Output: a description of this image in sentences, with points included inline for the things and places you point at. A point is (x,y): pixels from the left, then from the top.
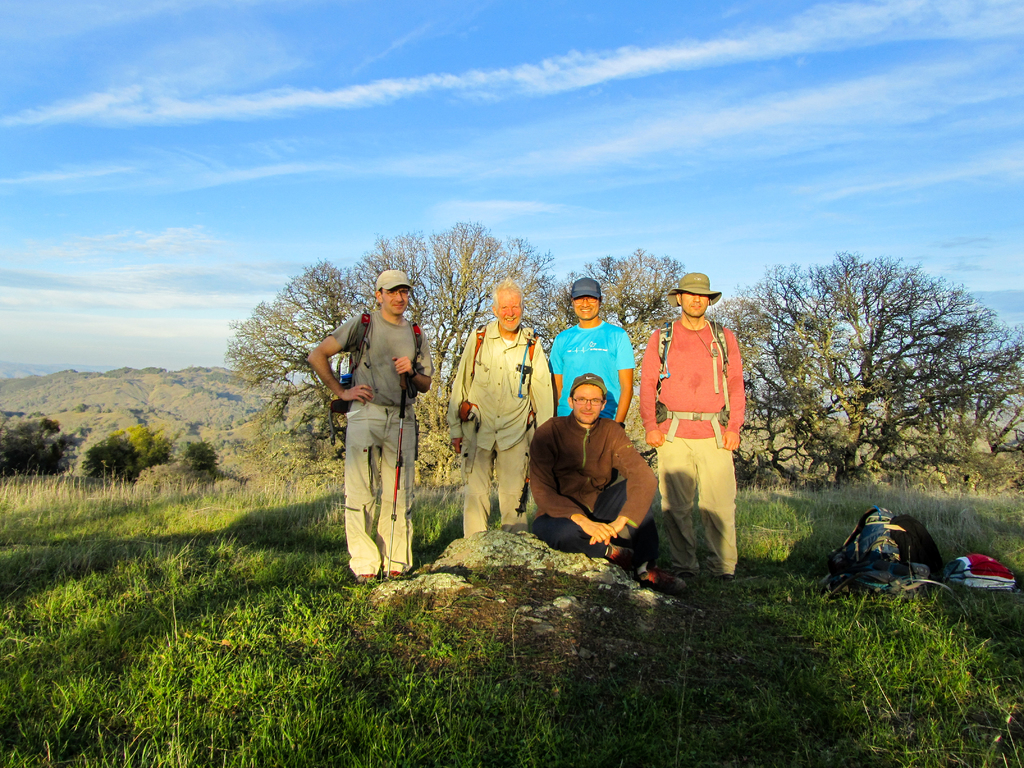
In this image, we can see people (567,371). Few people (586,320) are smiling and watching. Here a person (601,486) is sitting on a stone (542,557). At the bottom (12,680), we can see grass (990,723) and backpacks (860,580). Background (214,432) we can see trees (17,445), hill (202,422) and sky (59,209).
